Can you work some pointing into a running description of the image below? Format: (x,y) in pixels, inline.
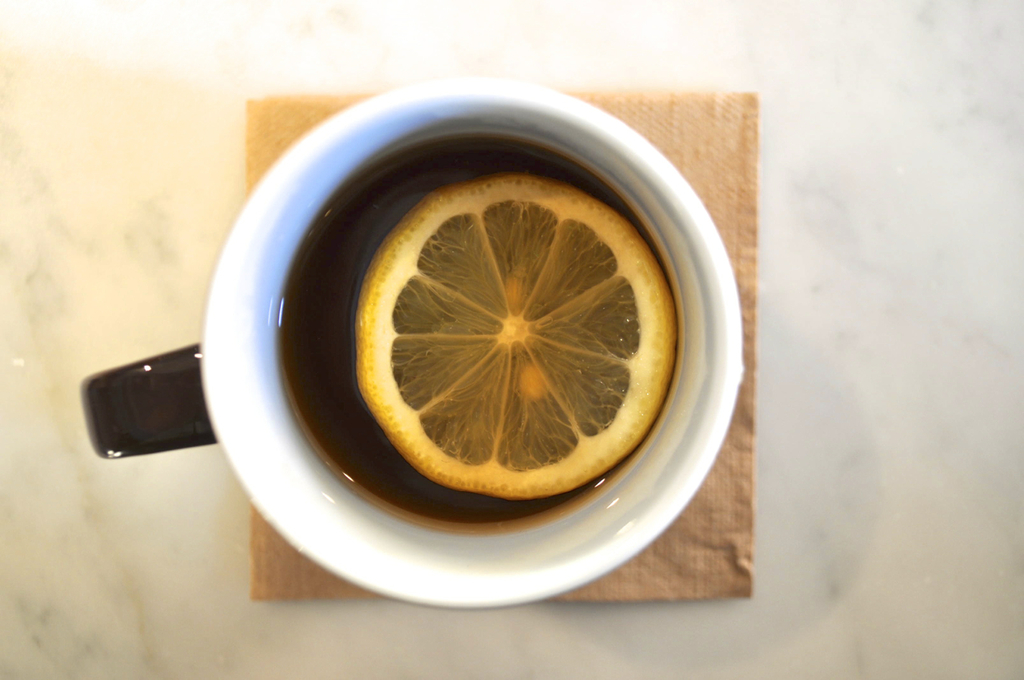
In this image, we can see a cup (670,212) on the tissue (729,207). This cup (542,565) contains a lemon (552,188).
